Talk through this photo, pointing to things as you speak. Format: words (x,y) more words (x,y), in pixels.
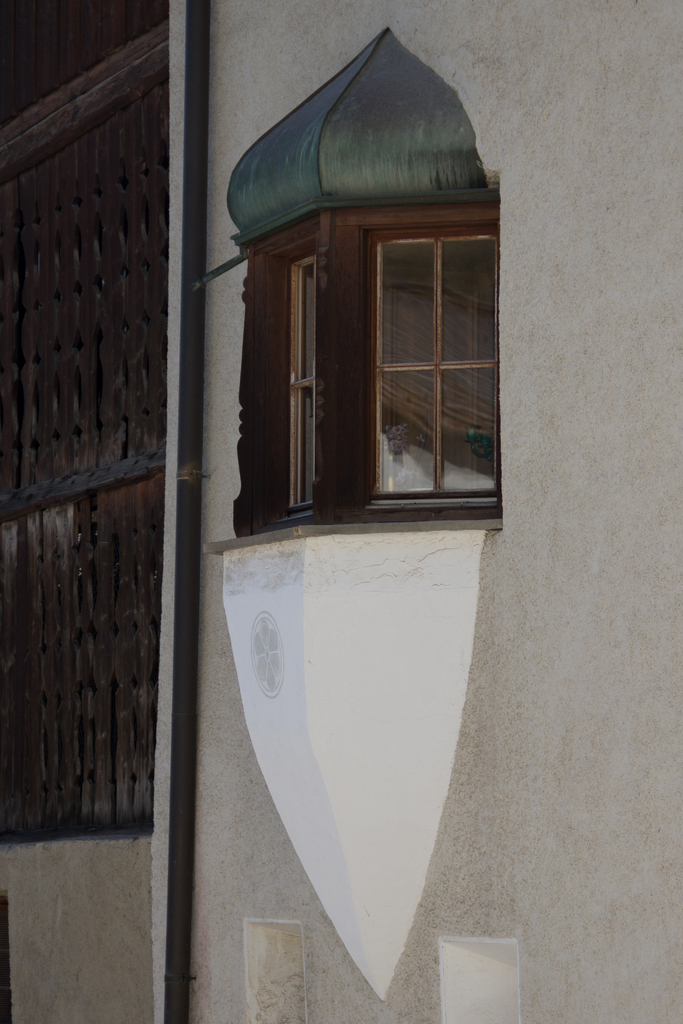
In this picture, we see a glass window (424,316) in brown color. Beside that, we see a white wall (423,684). Beside the window (368,253), we see a pipe (190,839) or a rod (194,767) in black color. On the left side (157,441), we see the grilled window (80,412).
